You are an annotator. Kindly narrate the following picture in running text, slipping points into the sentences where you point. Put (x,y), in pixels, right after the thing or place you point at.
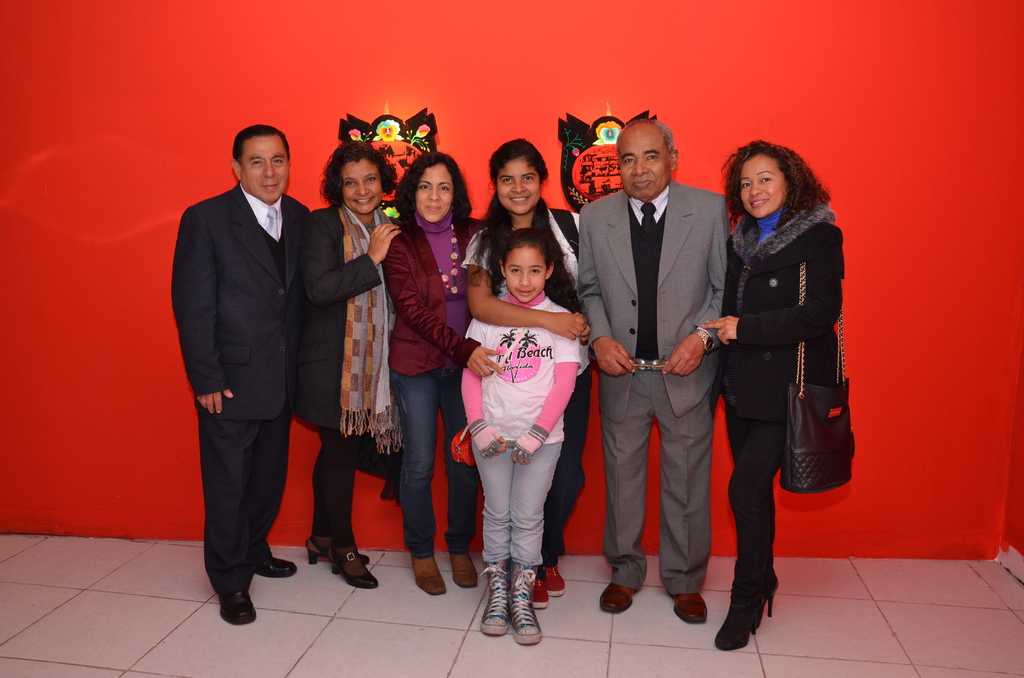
Here there are two men (670,296) and four women (422,279) and a girl (522,474) standing on the floor (791,631). In the background (549,166) there are stickers (433,142) on the wall (104,106).
